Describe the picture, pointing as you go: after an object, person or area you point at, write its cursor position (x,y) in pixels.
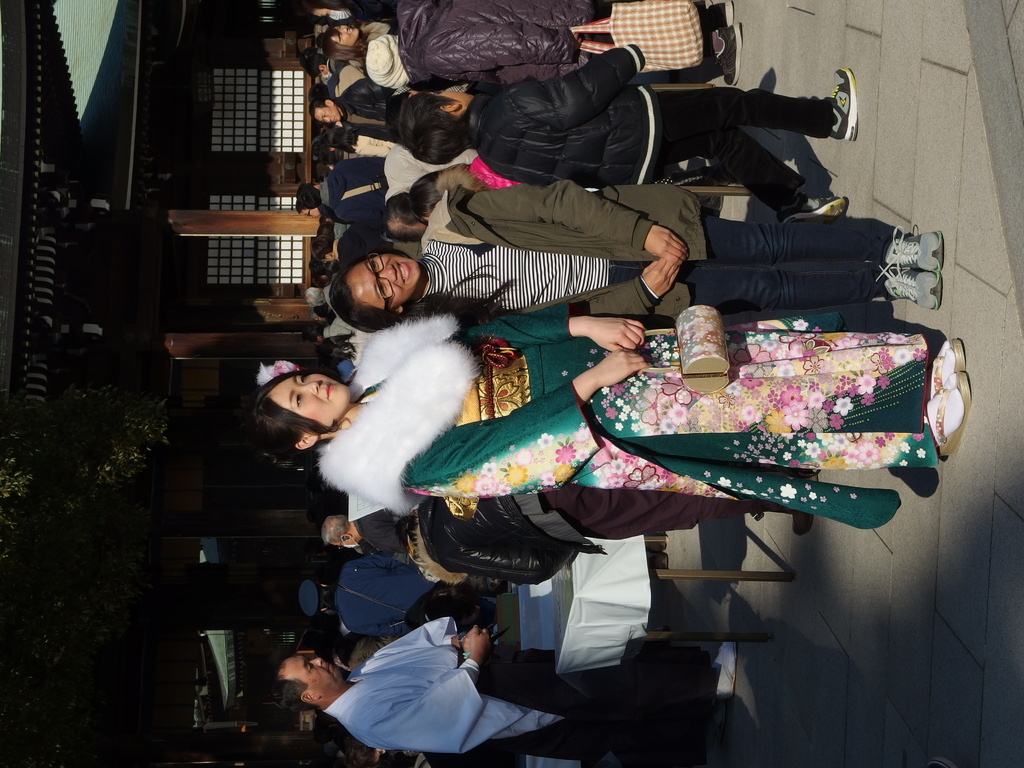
This picture is clicked outside. In the foreground (681,159) we can see the group of people (445,398) seems to be standing on the ground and we can see a woman (504,385) wearing a costume (532,408), holding a bag (702,369) and standing on the ground (985,389) and we can see the table (584,613) and some other objects (537,617). In the background (99,427) we can see the tree (62,526) and the house (193,213) and we can see the pillars (232,217) and some other objects (227,194).
